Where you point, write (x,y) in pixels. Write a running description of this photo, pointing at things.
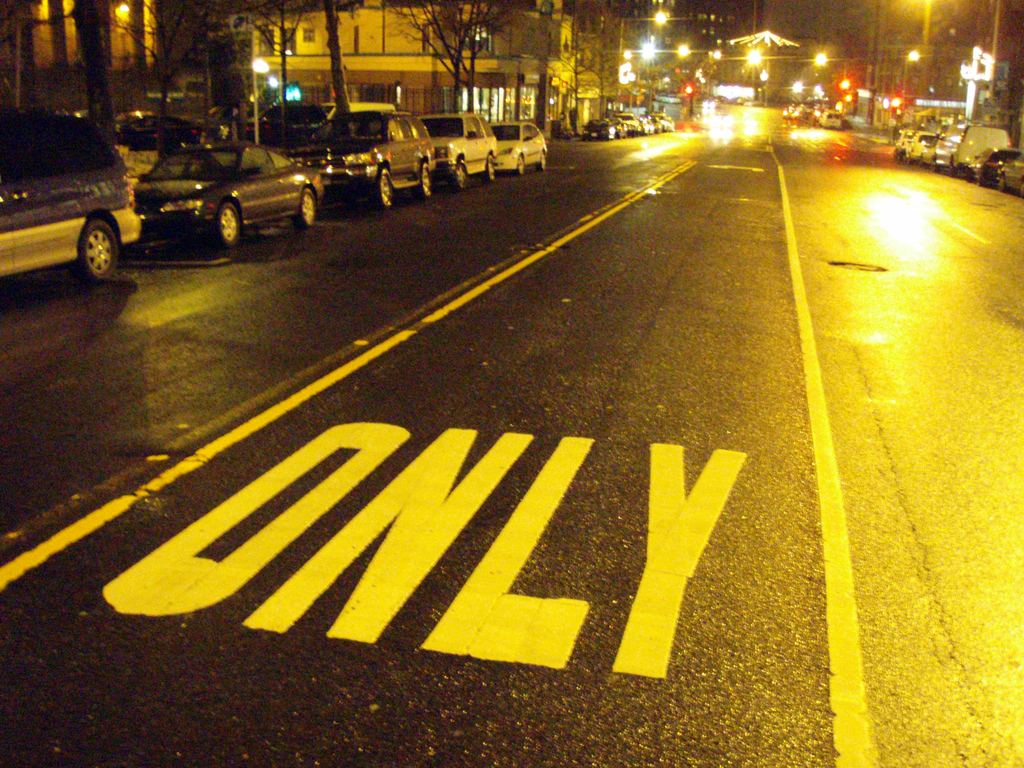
In this image on the road (708,151) few vehicles (723,126) are moving. In both sides of the road (756,204) many cars (653,127) are parked. in the background (472,72) there are buildings (423,82), trees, lights (628,76). On the foreground (431,519) on the road (433,525) ¨ONLY¨ is written.
